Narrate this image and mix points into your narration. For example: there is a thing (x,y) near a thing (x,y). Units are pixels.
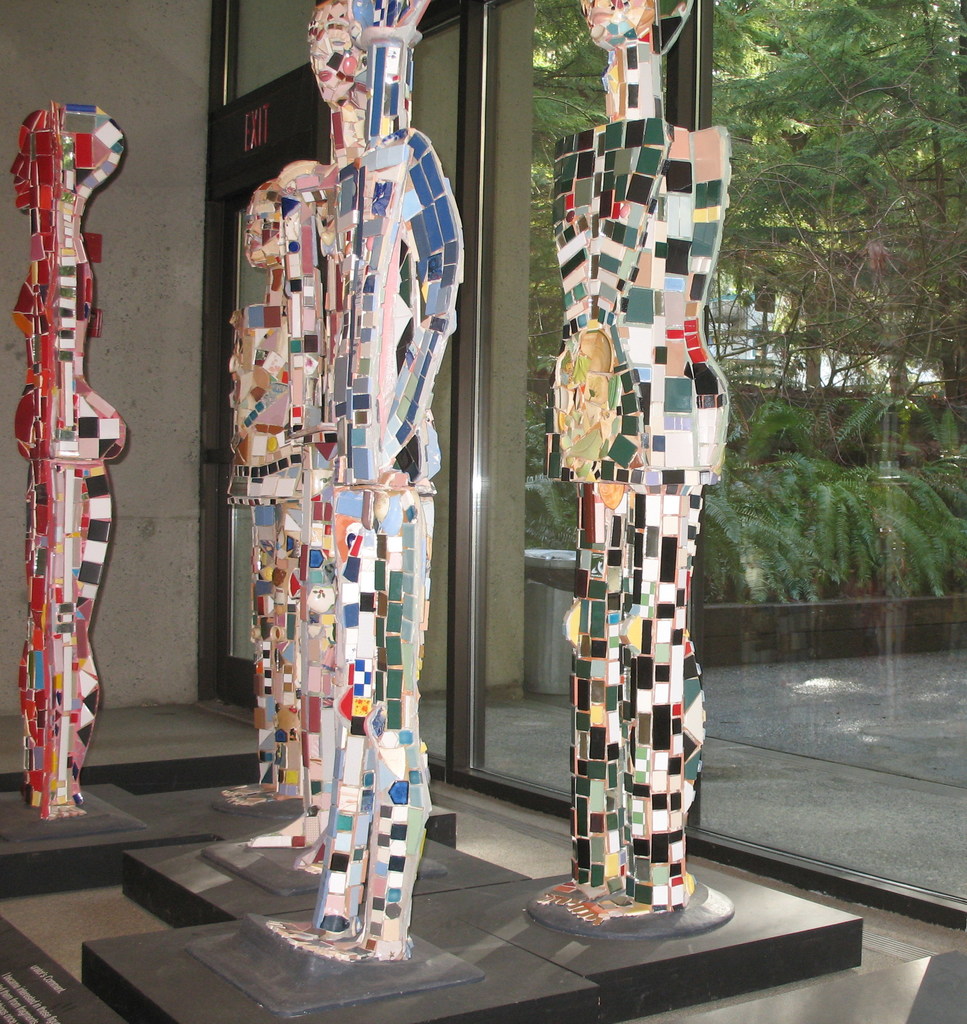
In this image I can see five sculptures (390,710) in the front (459,238). In the background (774,34) I can see few plants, number of trees (910,205) and on the top left side of this image (243,123) I can see an exit sign board (264,128).
